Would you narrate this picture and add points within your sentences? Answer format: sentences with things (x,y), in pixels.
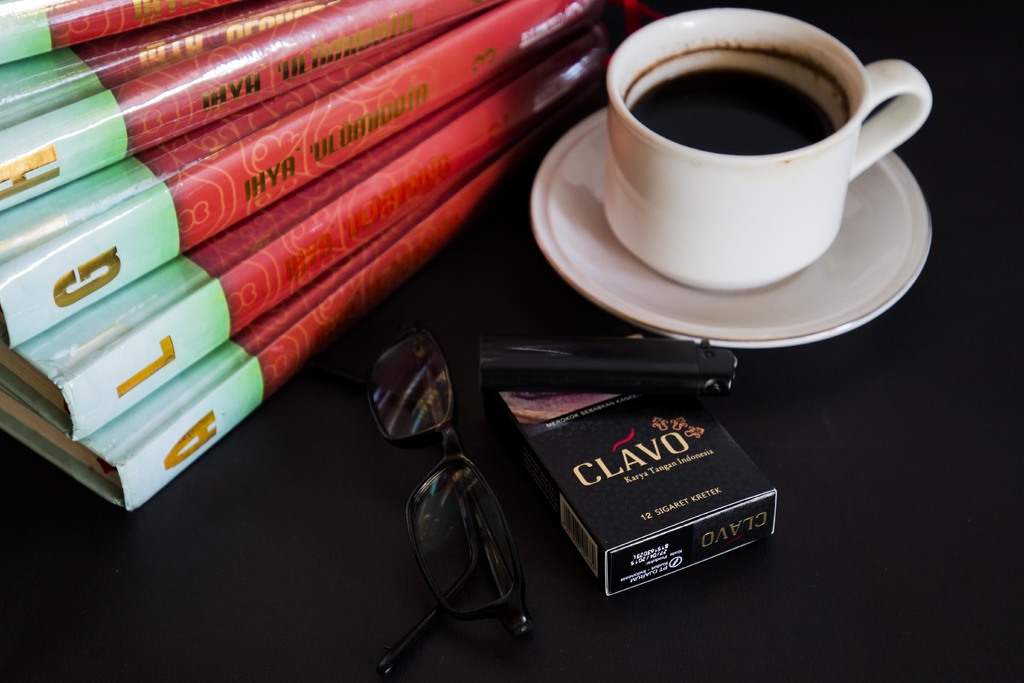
In this image there is a table (739,563) and we can see glasses (490,506), lighter (640,377), cigarette pack (627,443), cup (737,230), saucer (631,285) and books (297,325) placed on the table (761,603).
